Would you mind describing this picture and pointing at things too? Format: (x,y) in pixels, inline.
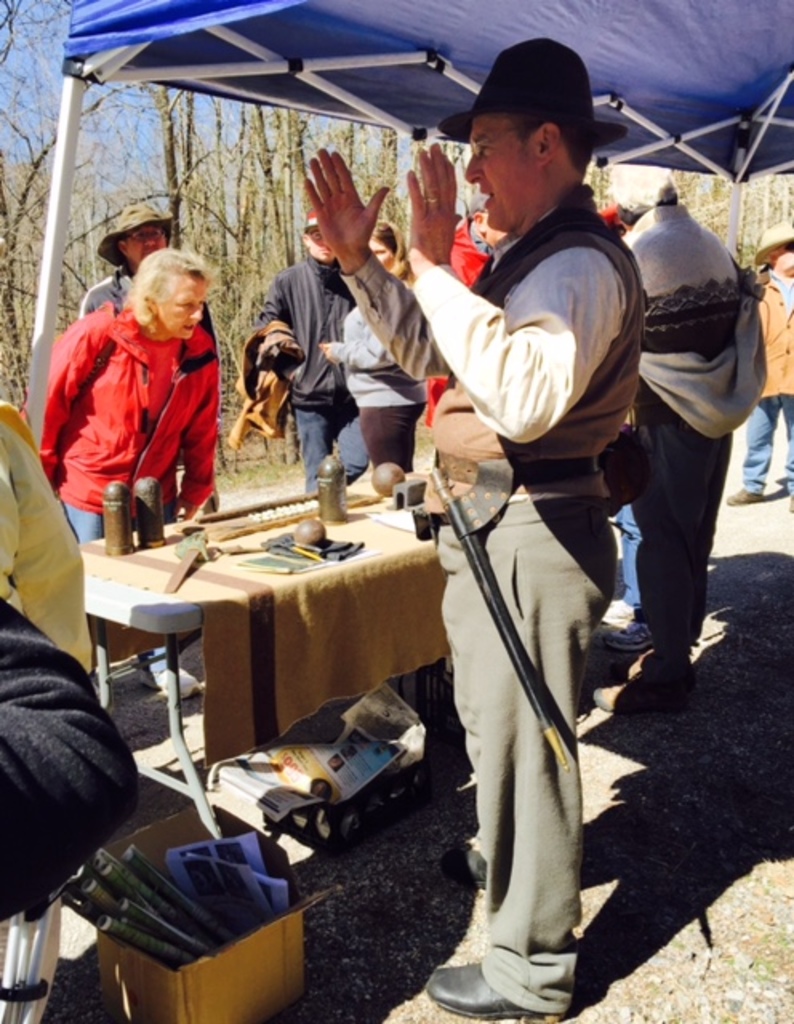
In this image I can see a person (550,368) wearing shirt (547,357), jacket (597,390), pant (536,823) and foot wear (488,966) is standing and I can see he is also wearing a black colored hat (526,86). In the background (196,283) I can see few other persons (273,306) standing, a table (150,612), few objects (214,560) on the table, a blue colored tent (321,104), few trees (411,186) and the sky (14,79).
